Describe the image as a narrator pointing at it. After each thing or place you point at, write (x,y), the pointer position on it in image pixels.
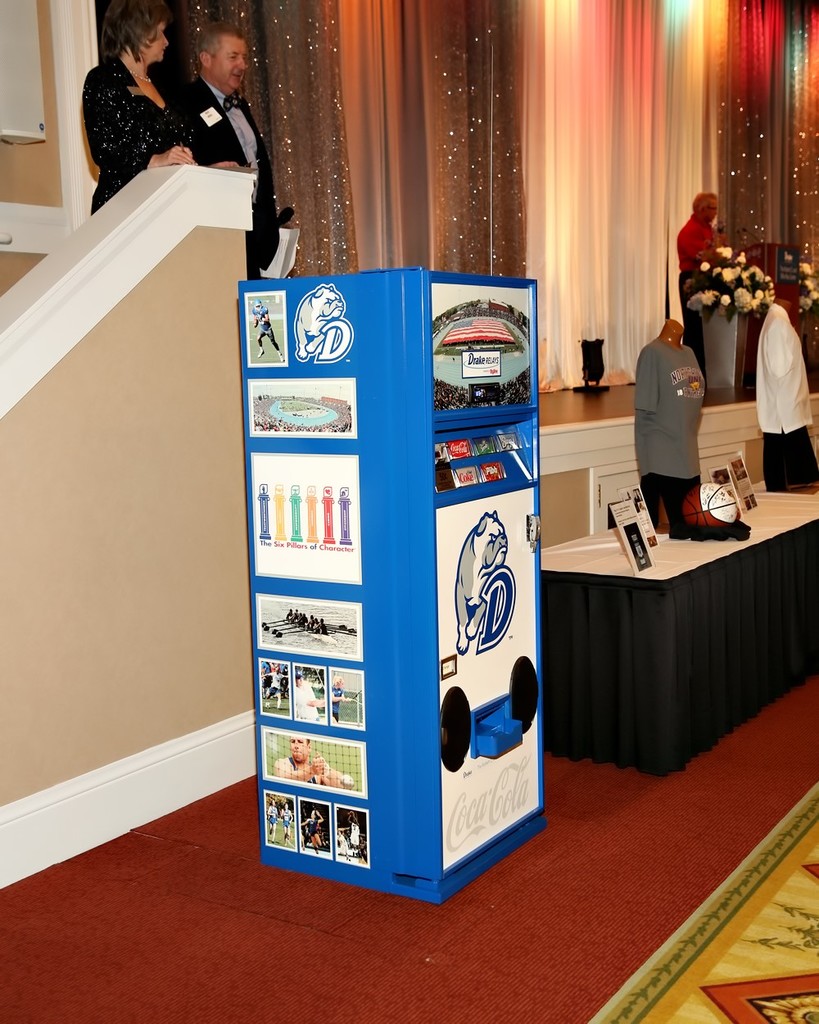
A place which has three people (114,58) and the things like basketball (706,486), shirts (683,458) and the coca cola machine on the left side of the picture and the flowers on the right side of the picture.
